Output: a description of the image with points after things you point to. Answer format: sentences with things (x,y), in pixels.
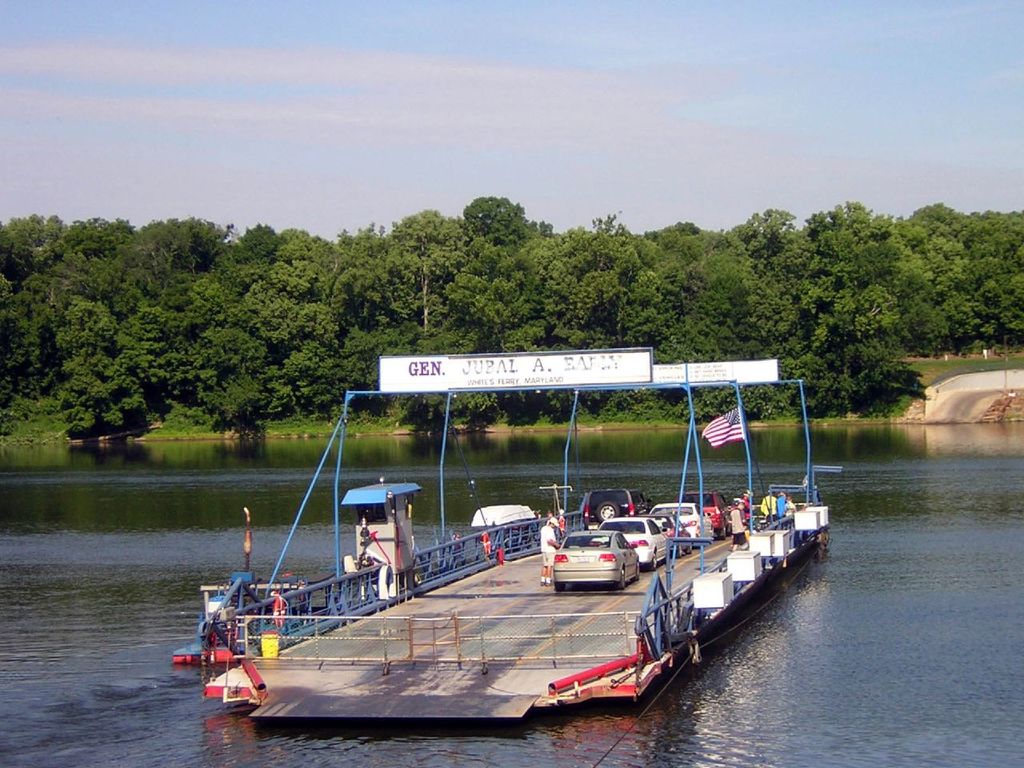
In this image we can see a boat (406,546) in the water (434,511), here are the cars (632,536) on the boat (522,574), here is the pole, here is the flag (714,427), here are the trees (763,303), at above here is the sky (32,194).
